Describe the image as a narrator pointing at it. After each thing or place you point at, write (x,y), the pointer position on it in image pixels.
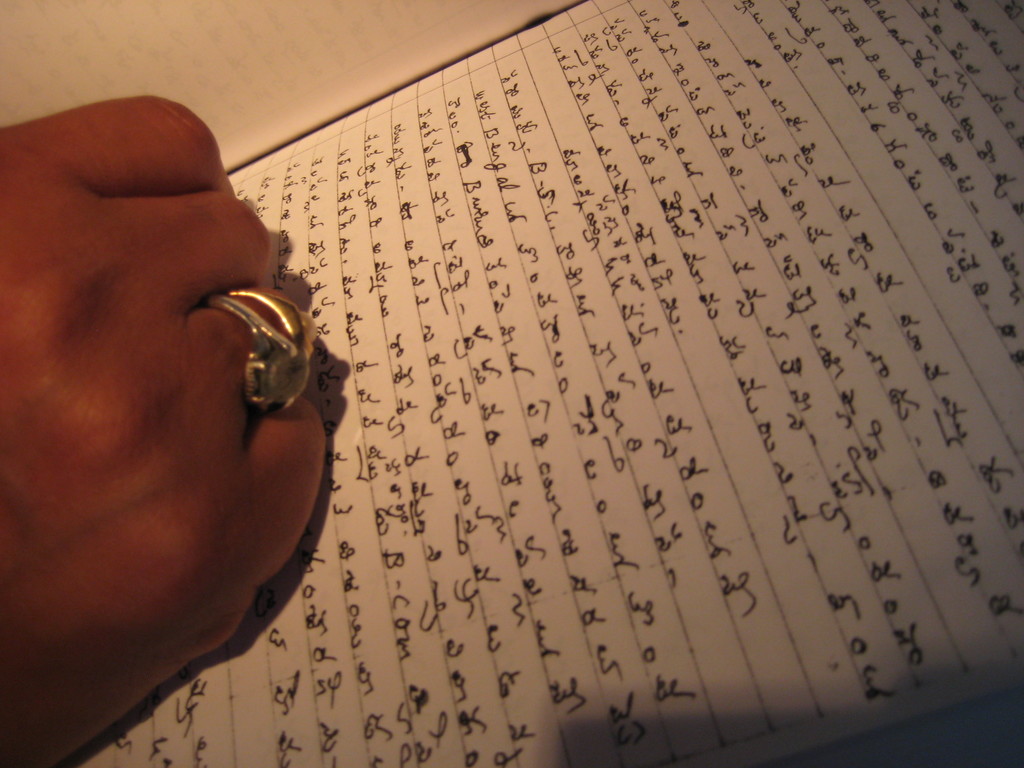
In the image we can see there is a matter (614,541) written on the paper (345,378) with black ink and there is a person (30,404) wearing rings (251,359) in his finger (239,345).
